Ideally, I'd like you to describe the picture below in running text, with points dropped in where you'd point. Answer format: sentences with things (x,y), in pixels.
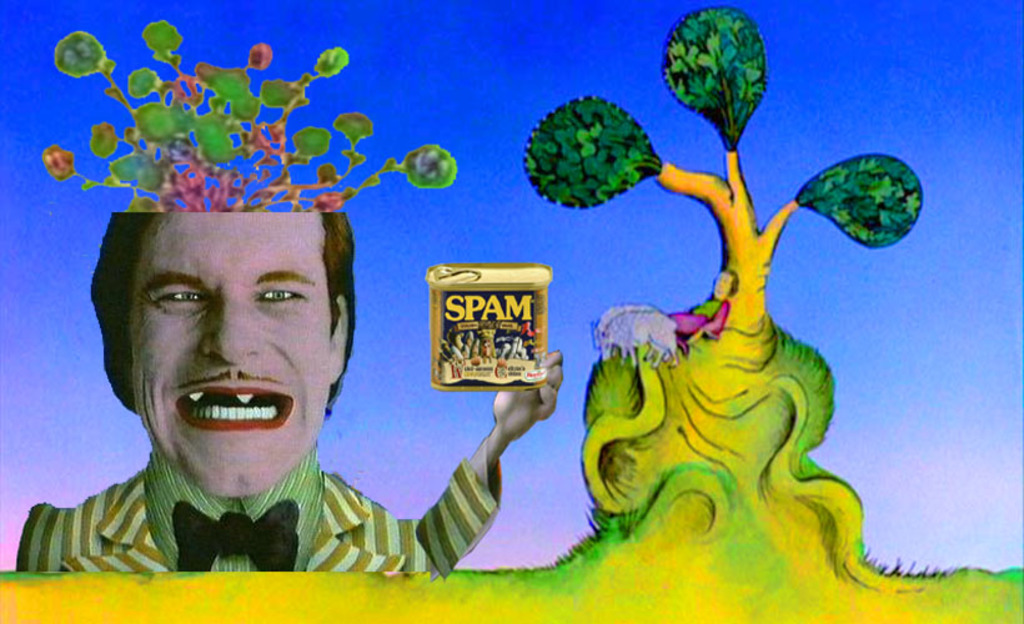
In this image we can see an animated picture of a person (239,419) holding a container (530,362) in his hand (526,394). In the background (745,351), we can see a woman (680,329), two animals (641,341) and a tree (741,280).
